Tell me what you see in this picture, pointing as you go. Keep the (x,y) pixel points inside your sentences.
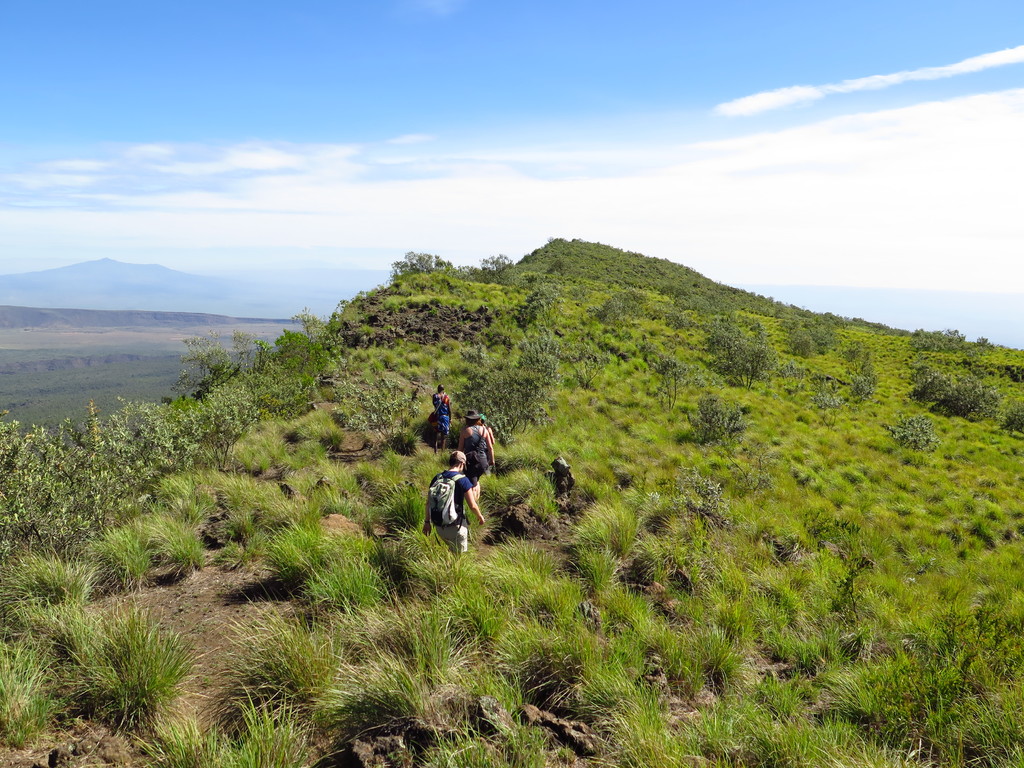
In the middle of the picture (472,491), we see four people (474,445) are walking. Beside them, we see the grass (293,483) and trees (254,404). There are trees (639,296) in the background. On the left side (240,400), we see the trees (19,388) and hills (262,295). At the top (540,159), we see the sky (597,104), which is blue in color.
